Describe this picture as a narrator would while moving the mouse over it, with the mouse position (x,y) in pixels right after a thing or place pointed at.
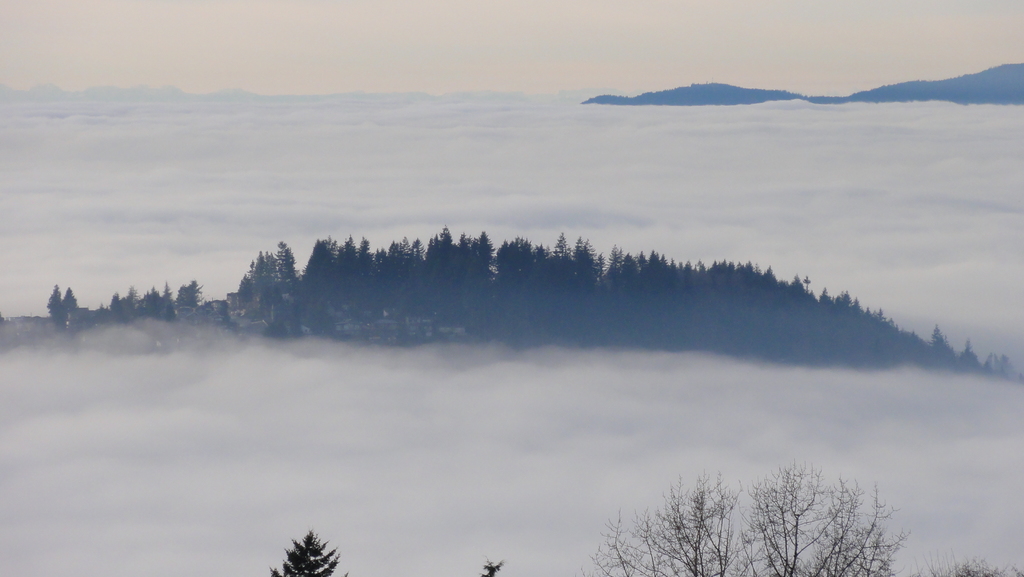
In this image we can see sky (547,83), hills (581,338), trees (538,341) and fog (205,331).
